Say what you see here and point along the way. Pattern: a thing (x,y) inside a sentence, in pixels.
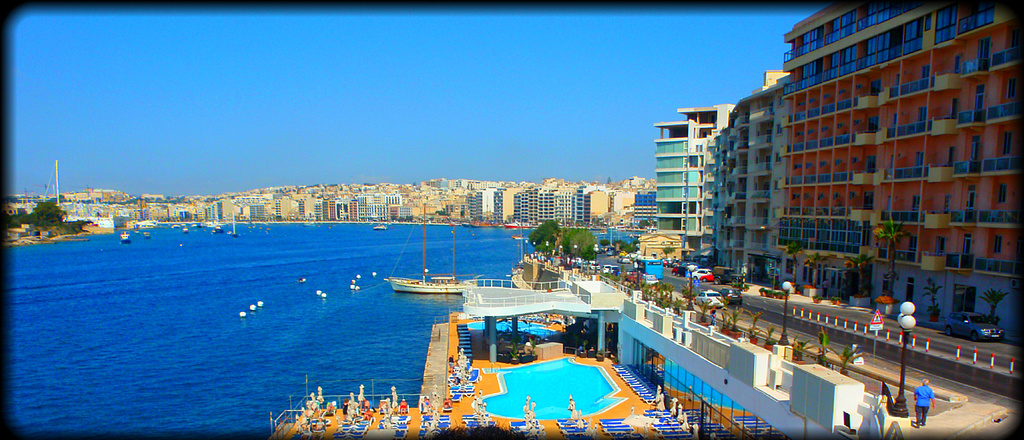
There are some boats (446,282) and ships (407,285) on the sea (318,262) in the middle of this image (357,262), and there are some buildings (261,194) in the background (623,204). There are some cars (727,273) and trees (862,257) and buildings (855,219) on the right side of this image (972,222). There are some trees (44,218) on the left side of this image (44,218). There is a blue sky (393,97) on the top of this image (399,91).
